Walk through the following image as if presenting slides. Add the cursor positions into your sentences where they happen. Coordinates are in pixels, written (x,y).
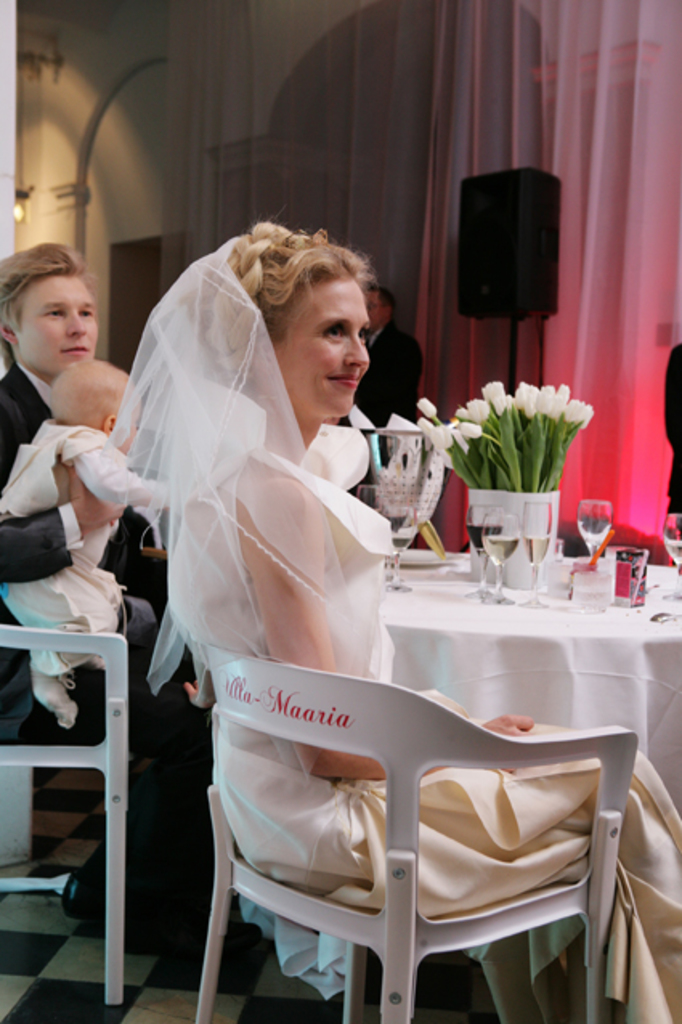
A bridal lady (326,601) with white frock (265,648) is sitting on a chair (315,743). And to the left corner (15,392) there is man (21,394) with black jacket (21,391) holding a baby (63,686) and sitting on a chair (81,636). In front of them there is a table (472,616) with white cloth (507,633). There are many glasses (514,538) and flower vase (519,491). In front of them there is a speaker (500,240). And we can see a curtain (392,128).
